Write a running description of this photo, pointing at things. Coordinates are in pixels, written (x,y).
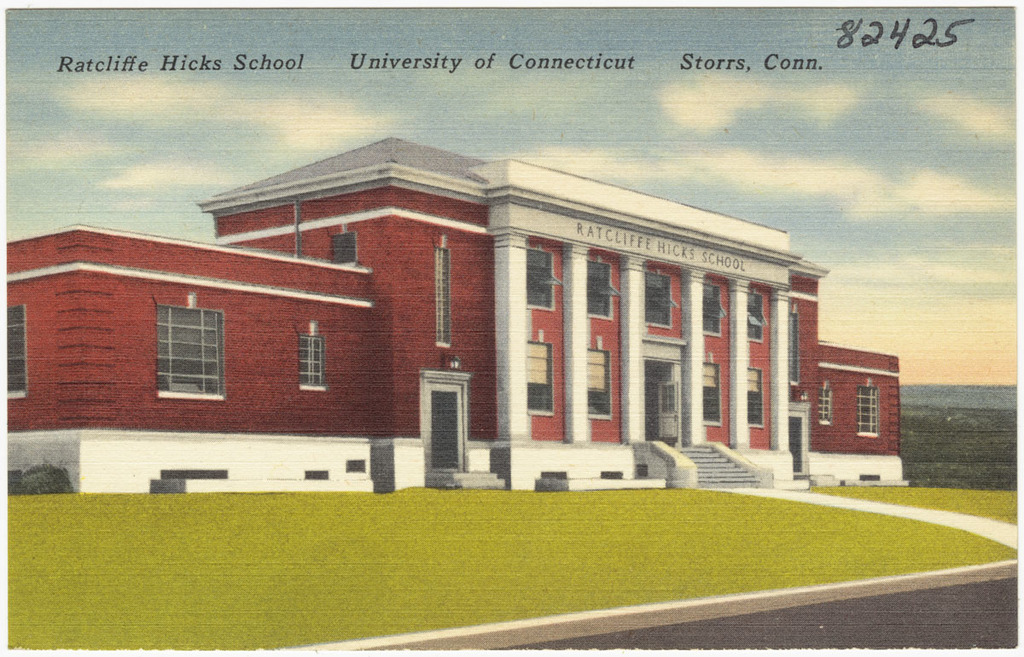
This is an animated image. Here I can see a building (435,361) which is in red color. In front of this building (611,401) I can see the green color grass (647,561). On the right bottom of the image (840,628) there is a road (913,626). On the top of the image (722,134) I can see in the sky (692,152). On this image I can see some text (700,61) in black color.
